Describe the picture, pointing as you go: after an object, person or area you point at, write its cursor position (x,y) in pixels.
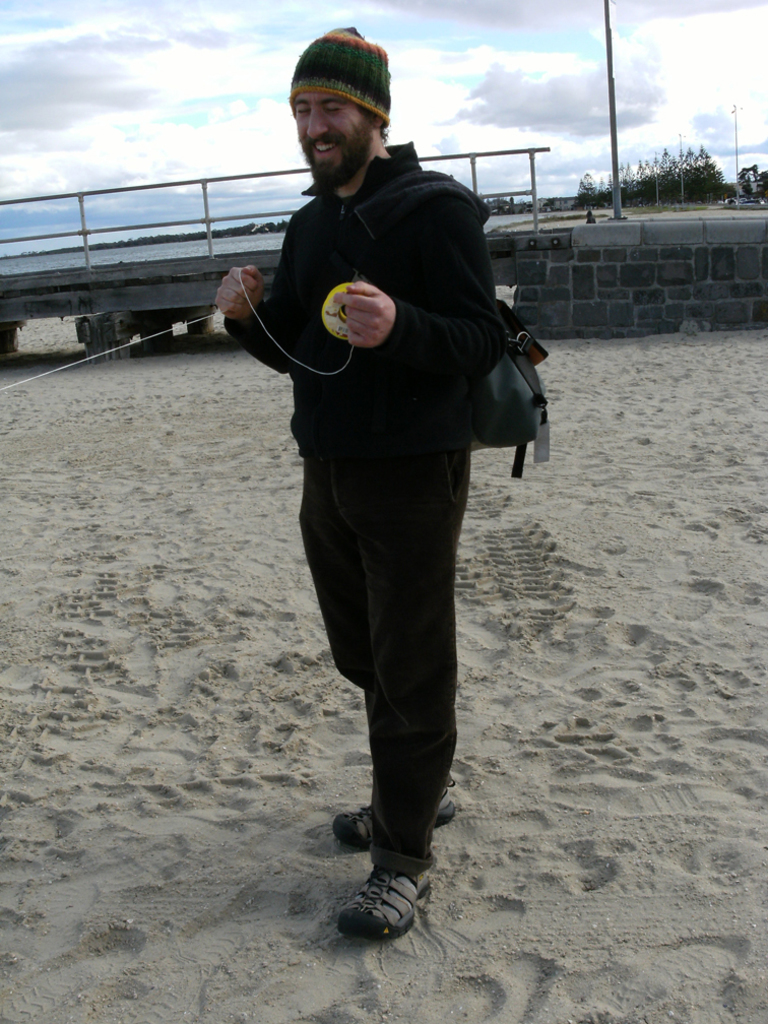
In this image, we can see a person (394,244) holding some objects (288,354). We can see the ground (666,362) with some sand (664,376). We can see the bridge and some trees (707,164). We can see some poles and the sky (336,10) with clouds (325,6).
